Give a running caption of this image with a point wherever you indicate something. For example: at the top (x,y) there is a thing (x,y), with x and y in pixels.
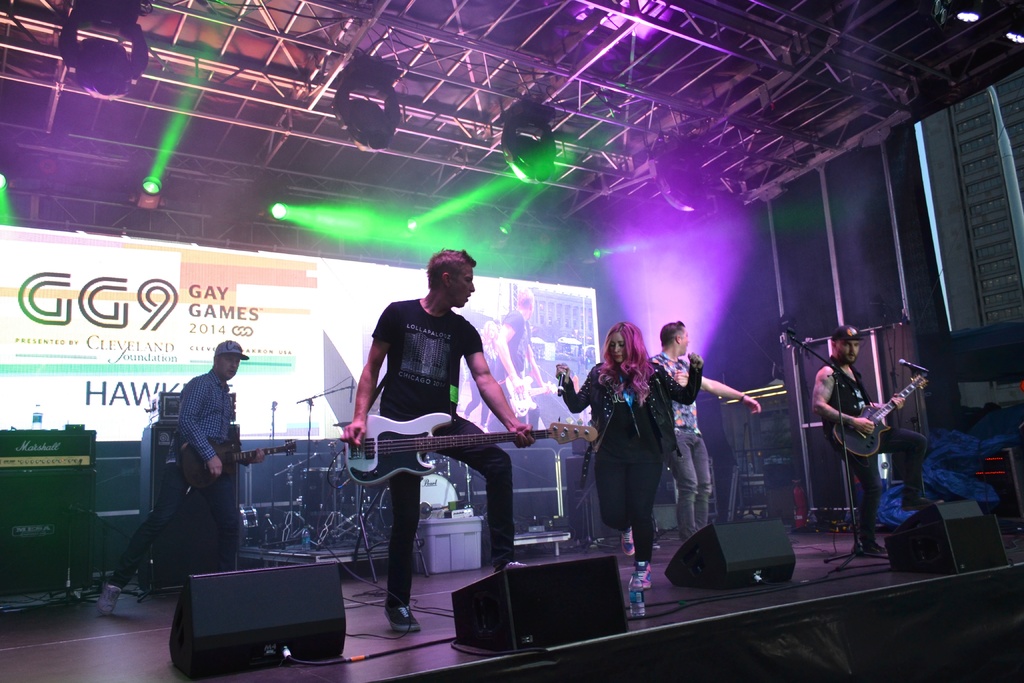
In this image I can see few people (219,494) are standing on the stage (540,551). In the background (252,360) there is a board (318,379) and these people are playing the guitars (377,452). In the middle (620,414) there is a woman (631,435) holding a mike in her hand (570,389). On the top I can see some lights (476,202).
